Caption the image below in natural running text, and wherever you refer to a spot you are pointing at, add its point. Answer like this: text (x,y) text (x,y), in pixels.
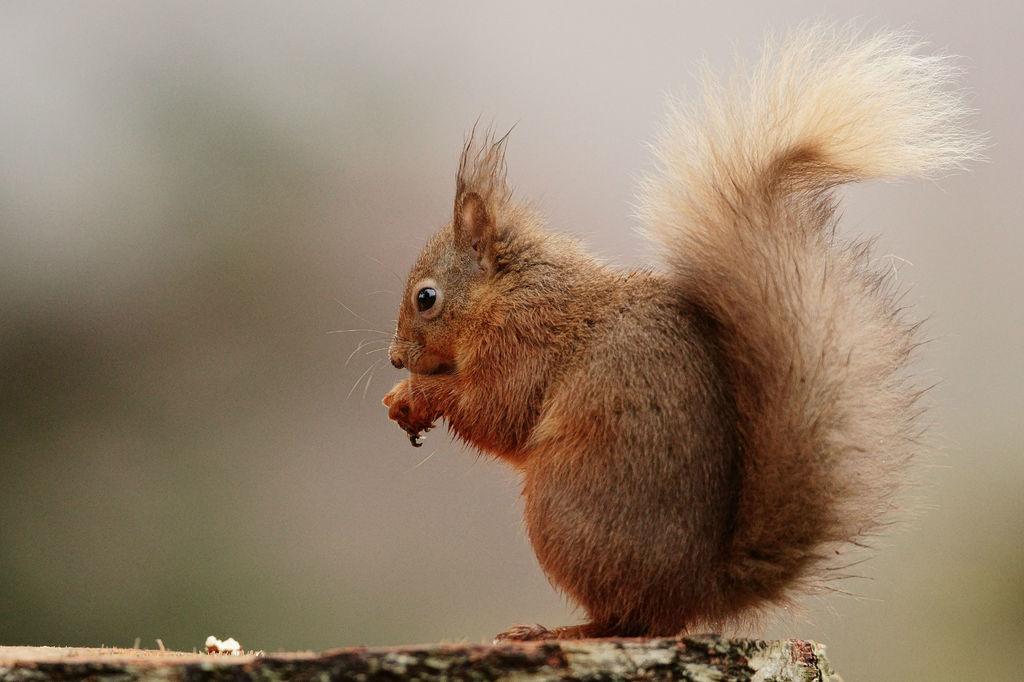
This picture is clicked outside. On the right (772,377) there is a squirrel (633,471) standing on an object (448,654). The background of the image (239,179) is blurry.
